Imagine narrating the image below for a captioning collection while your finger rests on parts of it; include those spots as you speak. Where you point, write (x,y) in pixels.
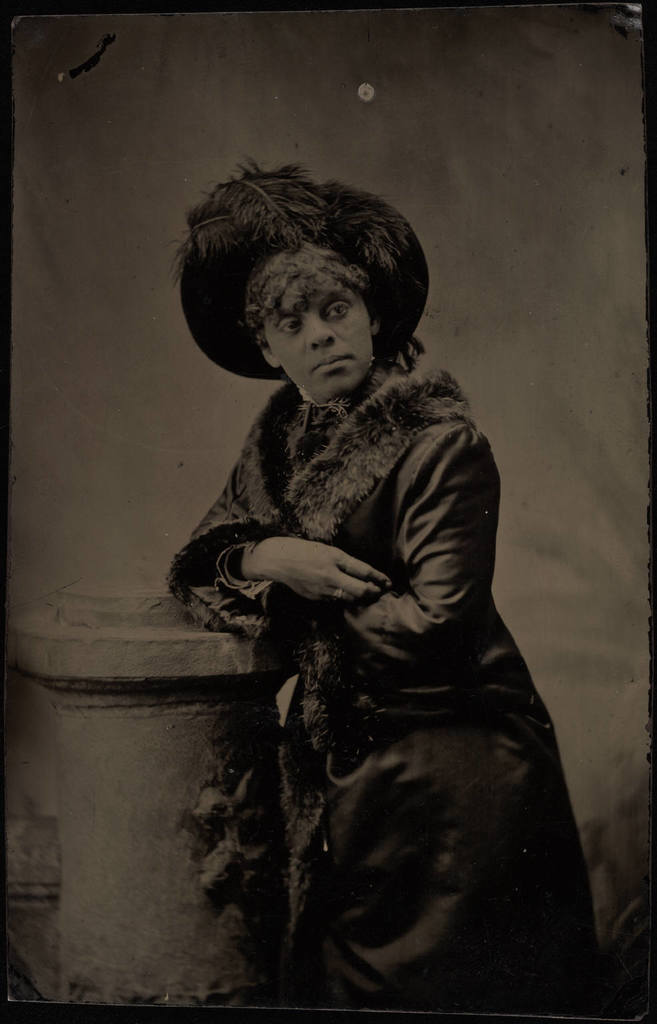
It is a black and white image. In this image in front (287,854) there is a person (320,814) standing behind the pedestal (199,771). In the background of the image (182,200) there is a wall (147,407).
